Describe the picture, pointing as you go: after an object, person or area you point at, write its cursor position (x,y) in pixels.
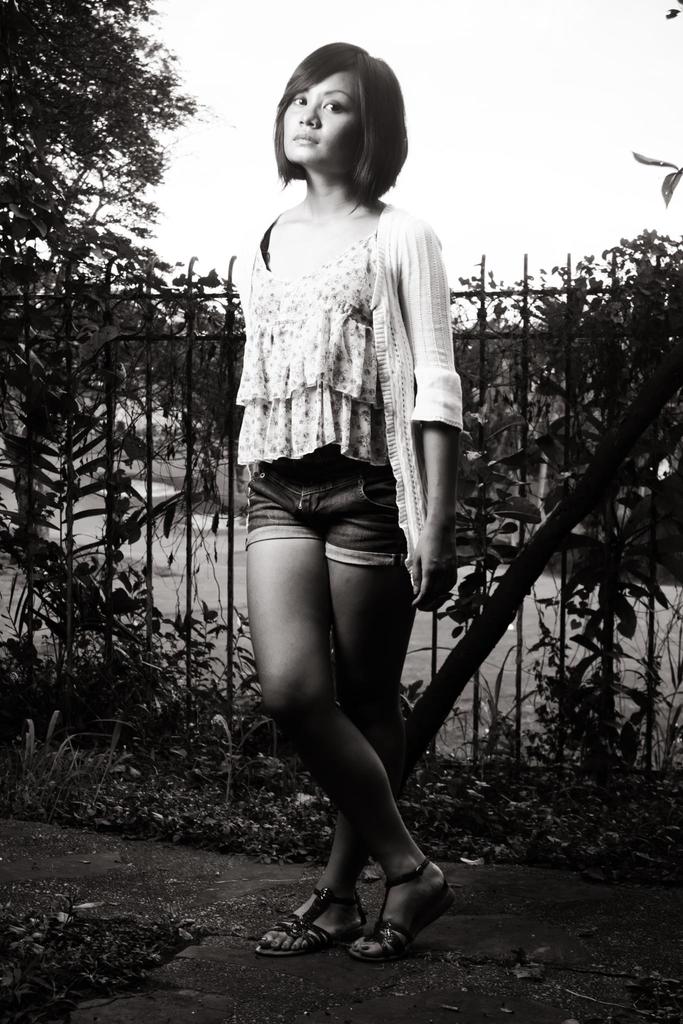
In this picture I can observe a woman (343,537) standing on the land (328,966) in the middle of the picture (318,394). Behind her I can observe black color railing (149,423). In the background (42,82) I can observe trees (20,71) and sky (490,163).
